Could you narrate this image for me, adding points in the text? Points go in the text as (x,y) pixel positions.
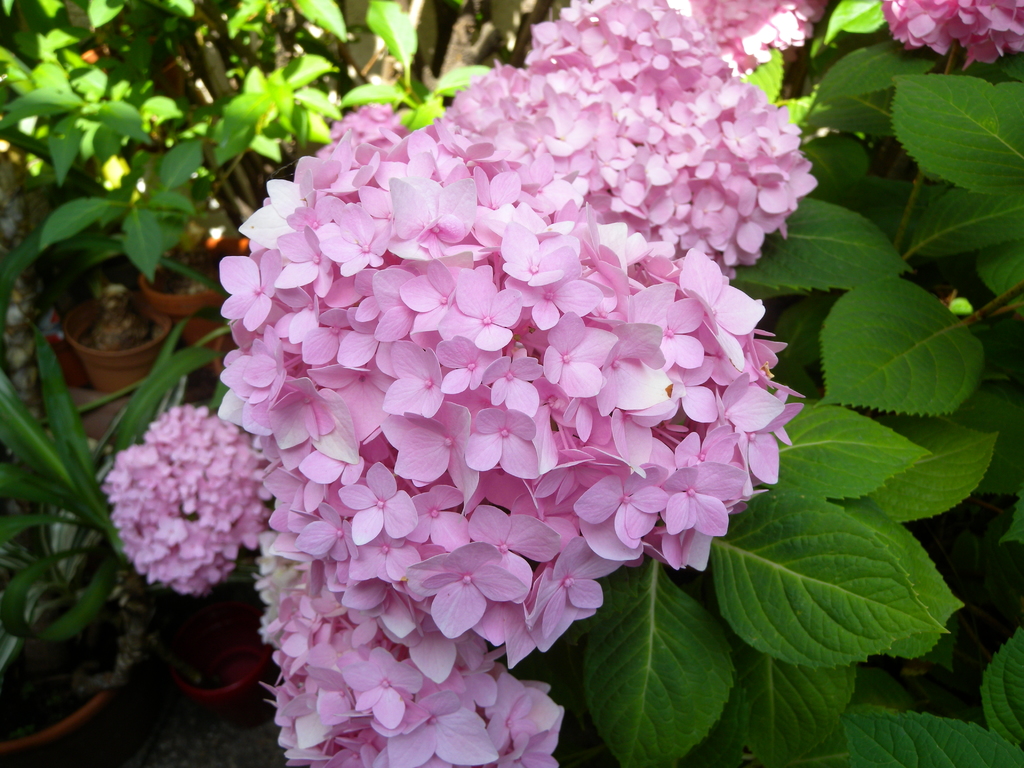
The pink color flowers (453,330) are highlighted in this picture. Around this pink flower (484,389) there are number of plants (123,234) in a pot (133,306). The leafs (794,595) are in green color.
